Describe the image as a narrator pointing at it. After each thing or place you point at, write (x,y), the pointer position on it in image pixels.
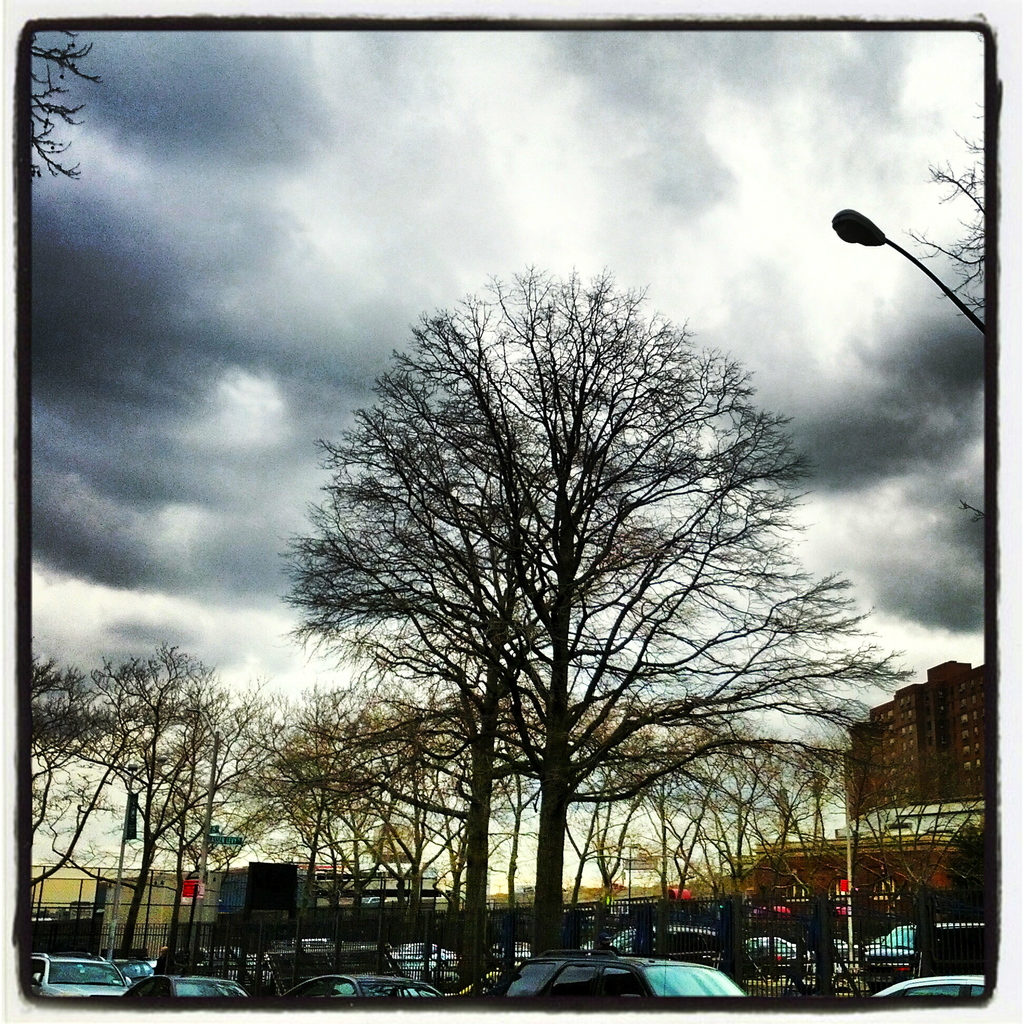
This is an edited image with the borders (1012,994). In the foreground (341,972) we can see the group of vehicles (900,933) and we can see the fence (404,951), trees (177,891), poles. In the center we can see the buildings (893,818). In the background (301,181) we can see the sky (297,229) which is full of clouds (879,215). On the right corner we can see the street light (951,289).
